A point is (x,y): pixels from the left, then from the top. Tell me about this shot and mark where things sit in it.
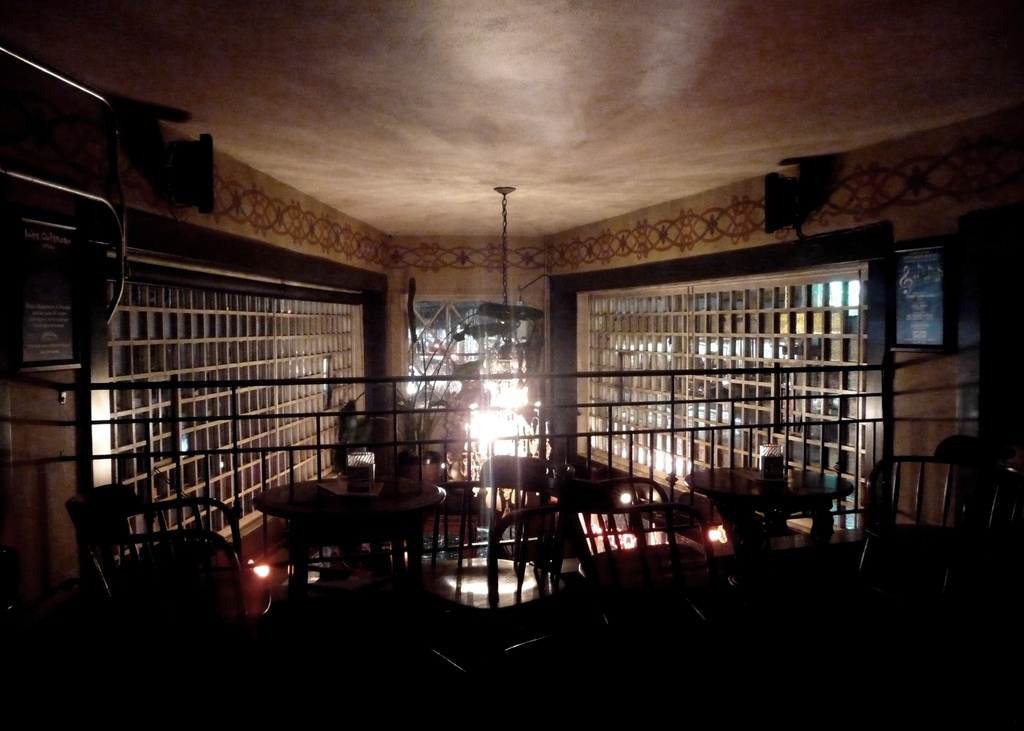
In this image, I can see the tables (389,535) and chairs (490,595). This looks like an iron grill (643,438). I can see the photo frames (922,289), which is attached to the walls (931,234). This looks like a chandelier (517,304), which is attached to the ceiling (545,201). I think these are the windows (199,361).
